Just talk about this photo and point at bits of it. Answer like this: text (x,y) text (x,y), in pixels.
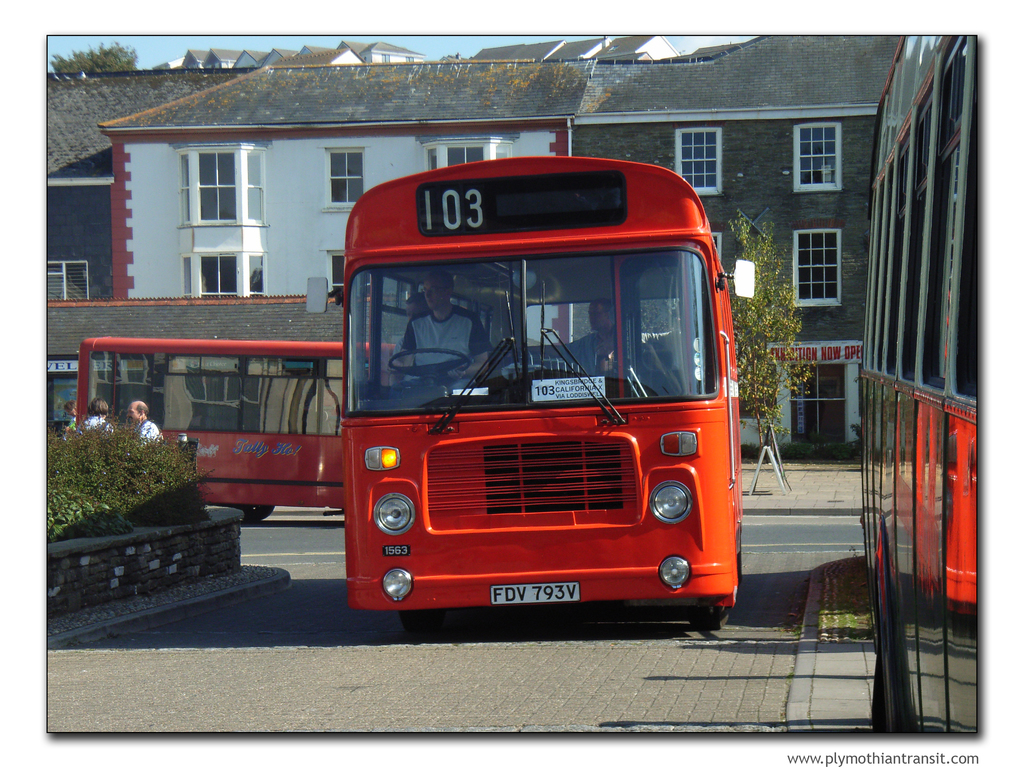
This image is clicked on the road (540,652). There are buses (290,386) moving on the road (333,674). Behind the buses (666,399) there are buildings (381,143). In front of the buildings (494,130) there are plants (767,298) on the walkway (813,503). To the left (111,478) there are hedges (110,502) beside the road (703,678). At the top (247,41) there is the sky (398,41).
